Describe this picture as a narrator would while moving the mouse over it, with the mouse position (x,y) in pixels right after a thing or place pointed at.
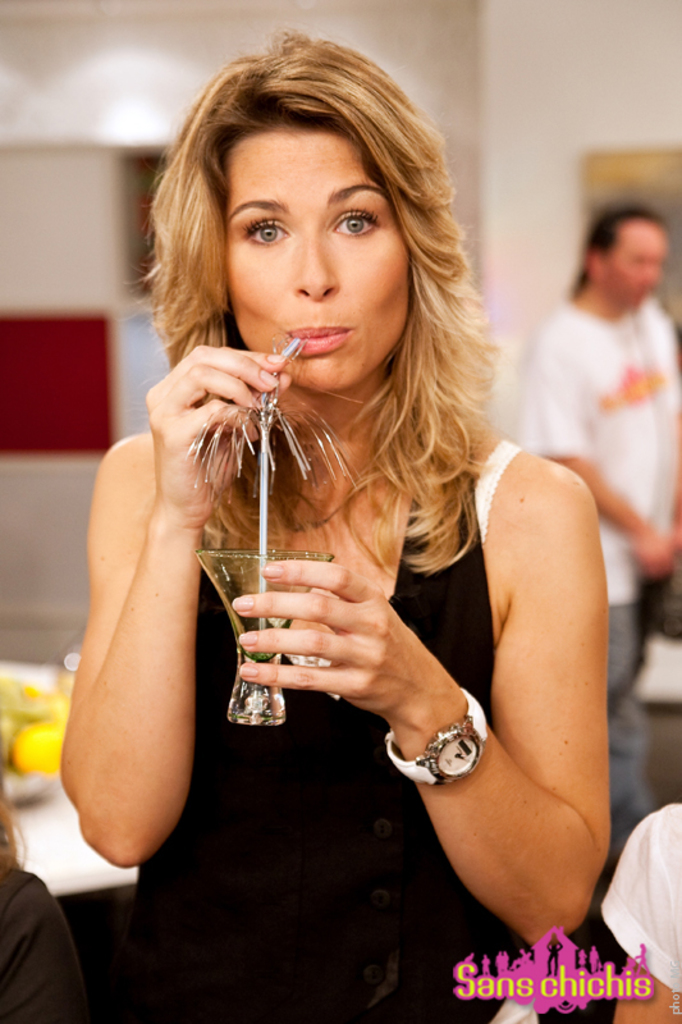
In this picture there is a woman (243,482) who is holding a straw (273,466) and a glass (248,652). And she is wearing a black dress (300,829). On the right (636,242) there is a person (591,460) who is wearing a white T shirt (626,419) and grey jeans (629,689). On the background (467,6) we can see a colorful wall (97,281). On the table (59,856) there is a fruits (49,707).
